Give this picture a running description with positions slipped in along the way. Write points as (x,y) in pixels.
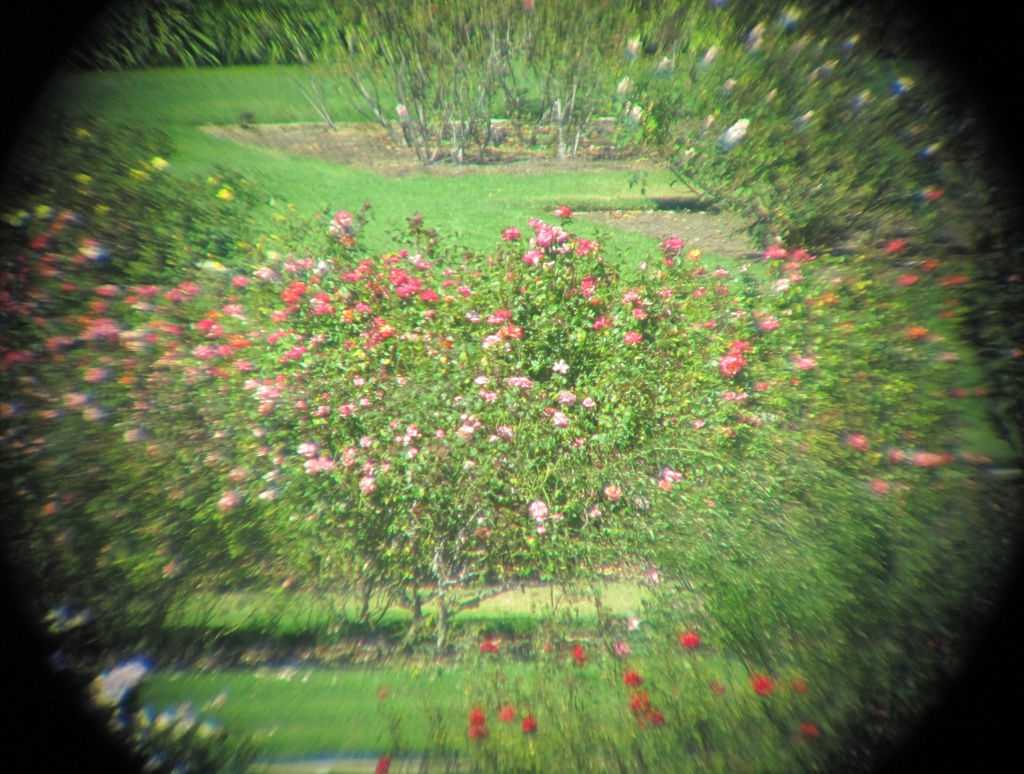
In this picture we can see few plants (787,170), flowers (562,241) and grass (398,215).
